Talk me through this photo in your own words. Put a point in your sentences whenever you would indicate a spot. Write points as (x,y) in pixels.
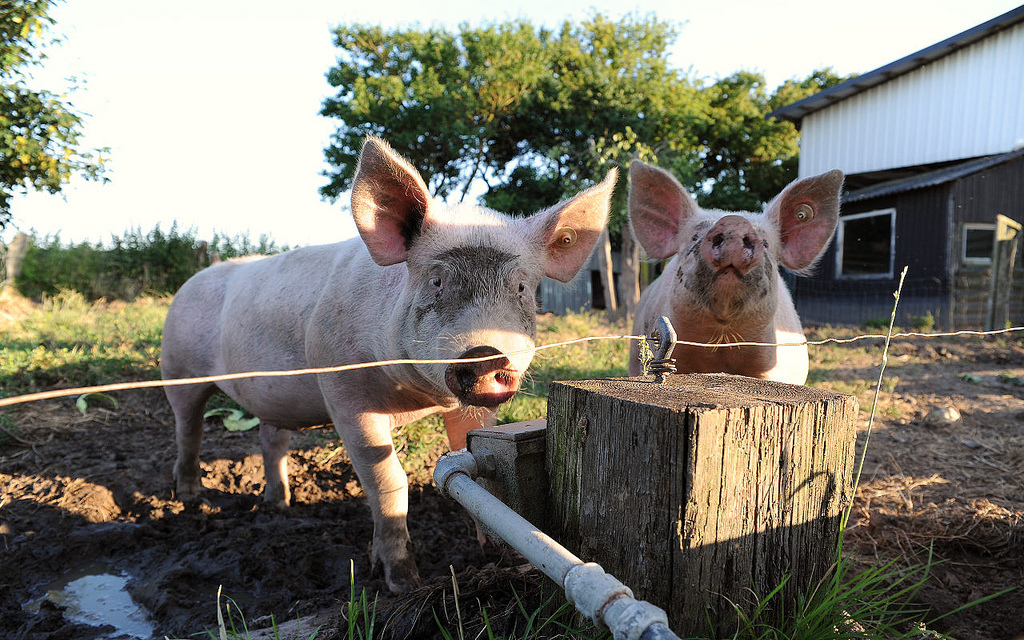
There are pigs (677,230), it seems like water pipe (563,572) and wooden board (739,461) in the foreground area of the image (838,472), there are trees (543,102), shed (816,104) and the sky (5,229) in the background (261,188).
